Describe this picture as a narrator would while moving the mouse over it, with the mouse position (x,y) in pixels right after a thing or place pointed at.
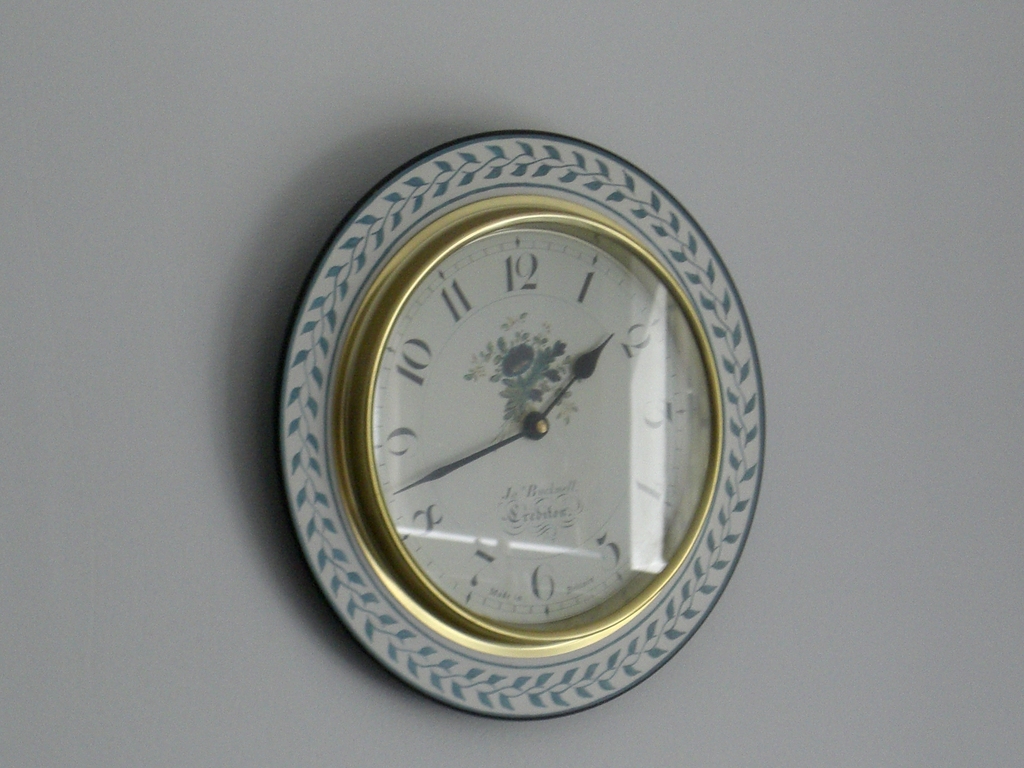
In the image in the center (605,507) there is a wall (158,471) and wall clock (489,564).
